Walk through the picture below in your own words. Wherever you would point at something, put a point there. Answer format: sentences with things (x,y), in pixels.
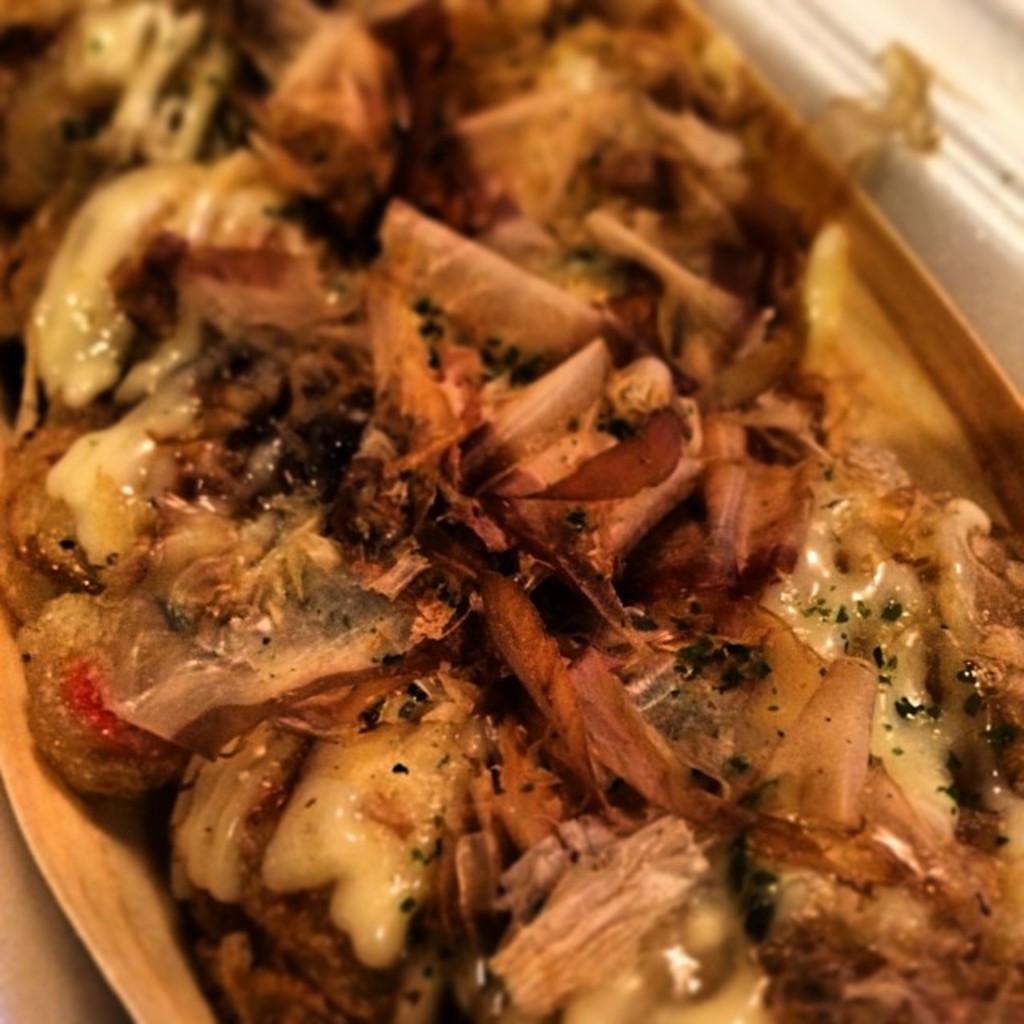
In the picture I can see a dish (267,581) in the bowl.
